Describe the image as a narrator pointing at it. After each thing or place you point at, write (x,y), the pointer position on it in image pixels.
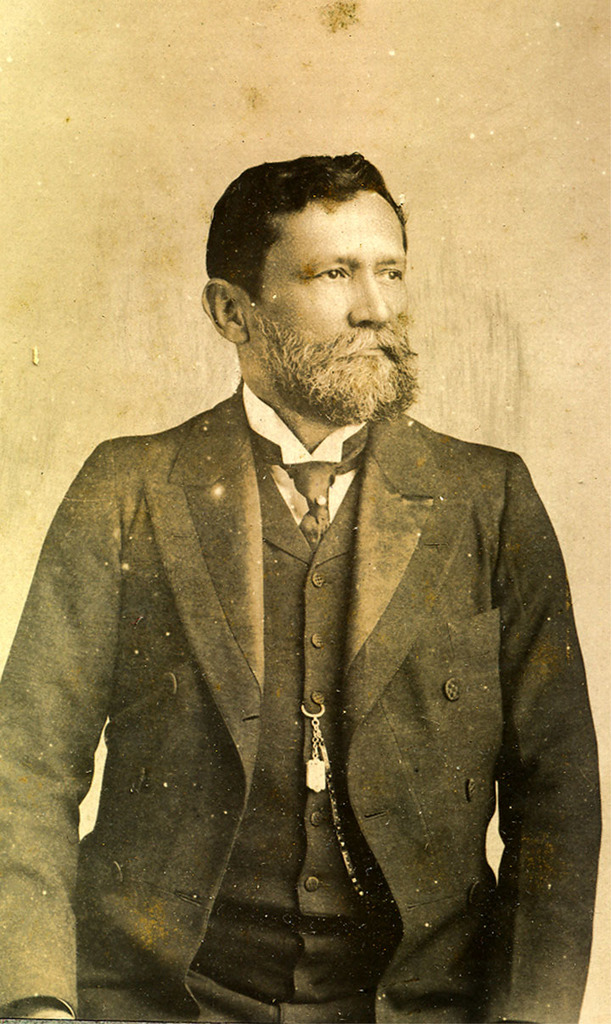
In this image I can see a man (215,520) is wearing a coat (161,759), a shirt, a tie (314,531), a vest (294,759). This image is black and white in color.
